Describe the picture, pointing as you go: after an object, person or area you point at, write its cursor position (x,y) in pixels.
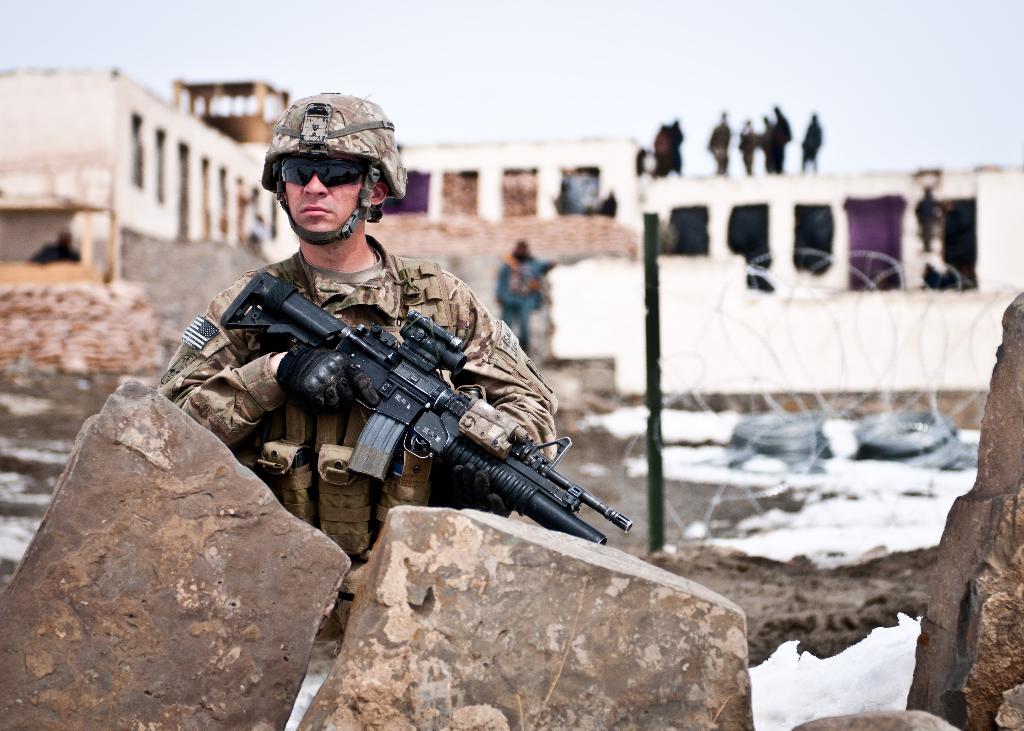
In the image we can see a military man (299,261). He is standing and holding a gun (491,465) in his hand (340,359) and wearing goggles (331,176). In the front (281,522) we can see three rocks (460,659). On the background (796,146), there are some building (703,223) and a group of people (780,146) standing on the building (795,179). On the top (604,89) there is sky (483,85).
